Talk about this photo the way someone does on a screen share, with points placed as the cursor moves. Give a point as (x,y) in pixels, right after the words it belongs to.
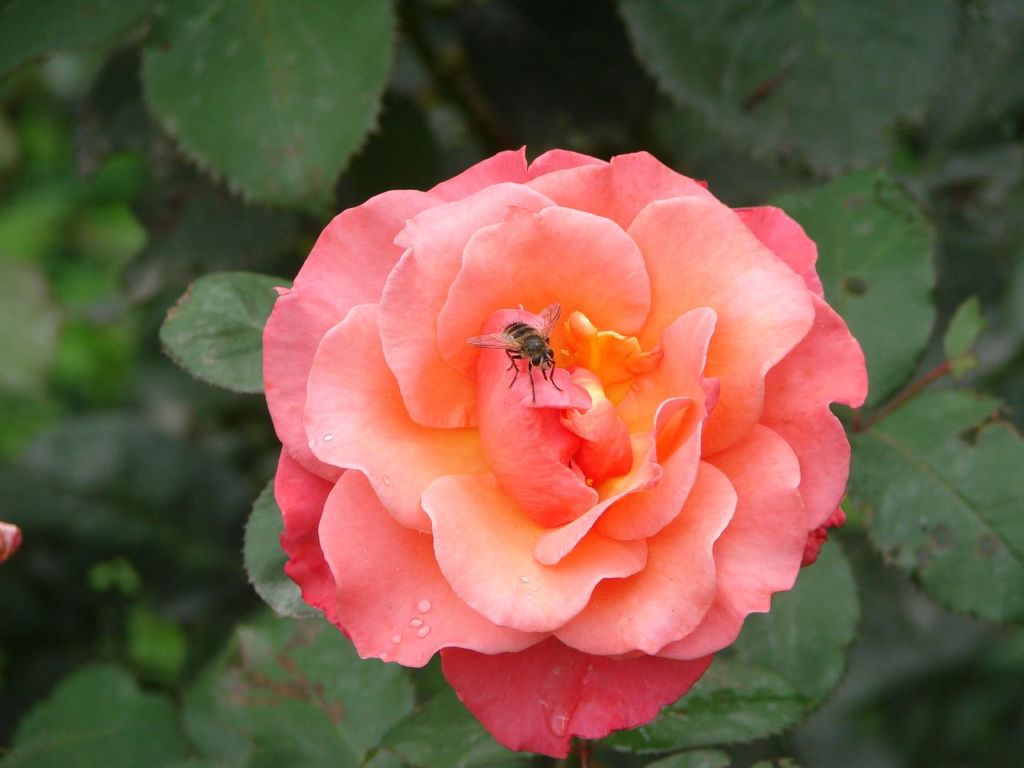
In this image we can see a fly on the flower (513,410).
